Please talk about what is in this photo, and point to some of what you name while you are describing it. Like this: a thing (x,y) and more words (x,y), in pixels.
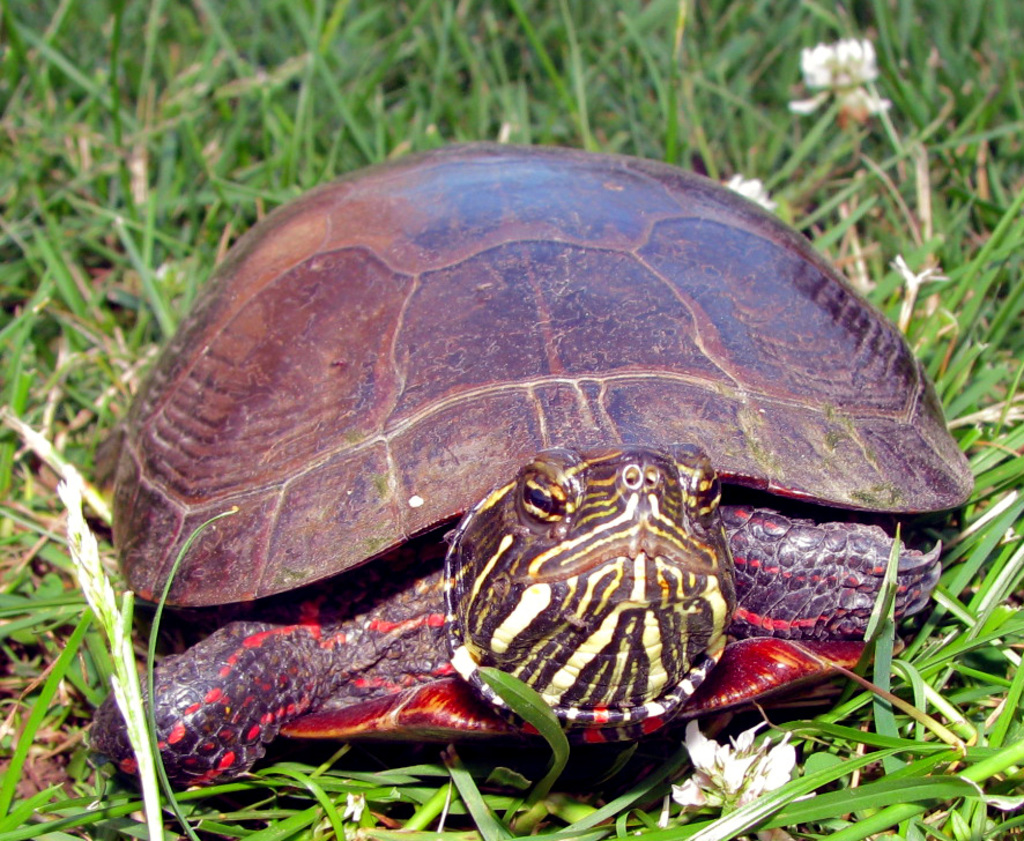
This image is taken outdoors. At the bottom of the image (357,794) there is a ground (75,793) with grass (75,326) on it. In the middle of the image (385,392) there is a tortoise (320,483) on the ground (789,716) and there are a few flowers (742,753).
